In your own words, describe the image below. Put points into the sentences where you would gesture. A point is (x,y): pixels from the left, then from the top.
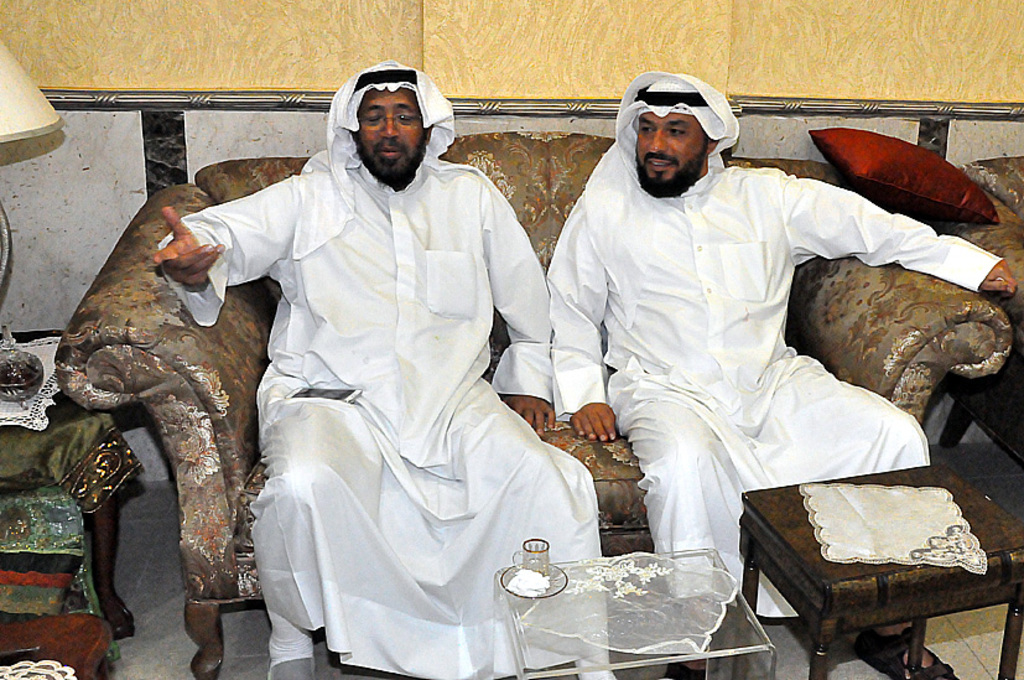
In this picture, we see two men (558,295) are sitting on the sofa (241,333). In front of them, we see a glass stool (656,592) on which cup (533,565) and saucer (547,588) are placed. Beside that, we see a wooden table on which white cloth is placed. On the left side (94,639), we see a wooden table (61,646). Beside that, we see a table (76,453) on which lamp (4,76) is placed. In the background (189,140), we see a wall (549,68) in white and yellow color. On the right side (916,160), we see a red pillow (854,183).
